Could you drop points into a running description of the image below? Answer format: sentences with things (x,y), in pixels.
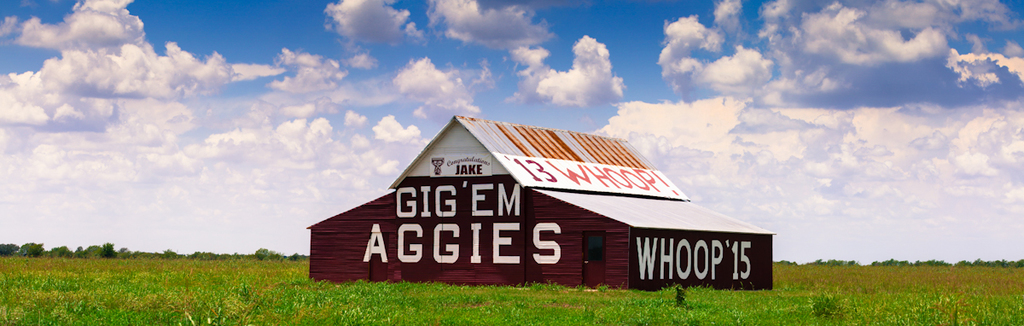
In this image in the center (601,172) there is a house (572,200), and at the bottom (285,290) there is grass (148,280). And in the background (42,252) there are some plants (61,252), at the top (647,91) there is sky (643,104) and on the house (545,219) there is text (575,181).
